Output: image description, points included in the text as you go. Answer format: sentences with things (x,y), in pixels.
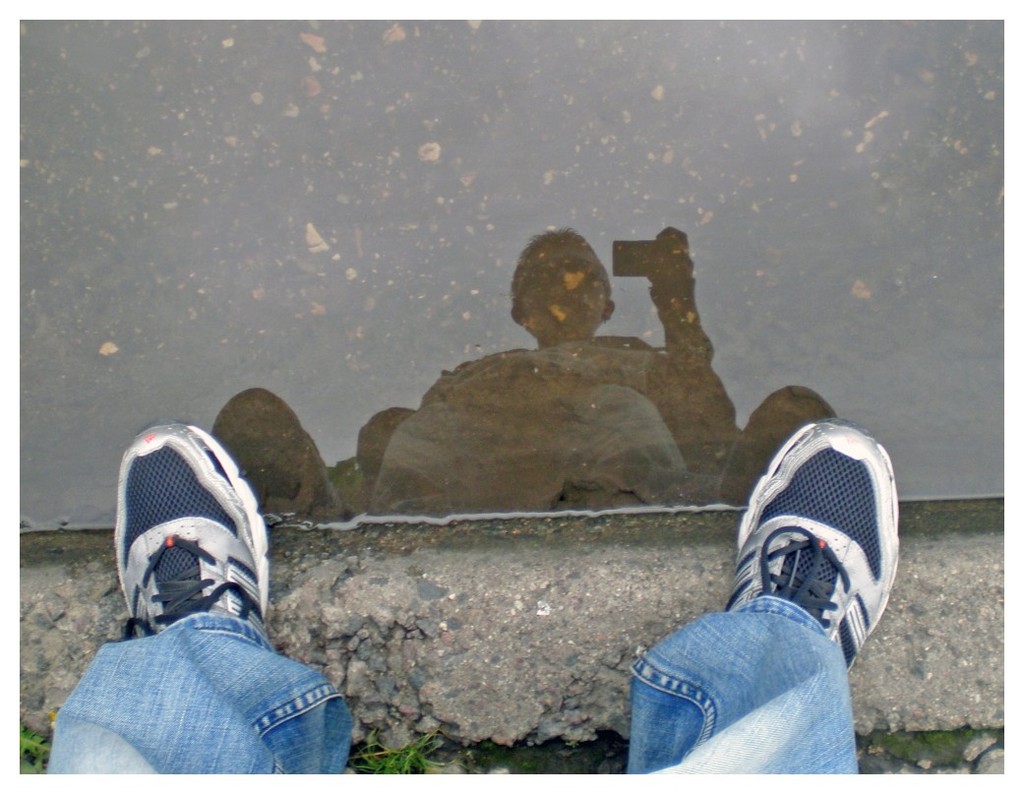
In this image in the center (375,331) there are legs (791,685) of the person (822,713) visible and there is water (527,310). On the water (499,340) there is a reflection (539,354) of the person (569,376) holding an object (645,272) in hand (660,271).
